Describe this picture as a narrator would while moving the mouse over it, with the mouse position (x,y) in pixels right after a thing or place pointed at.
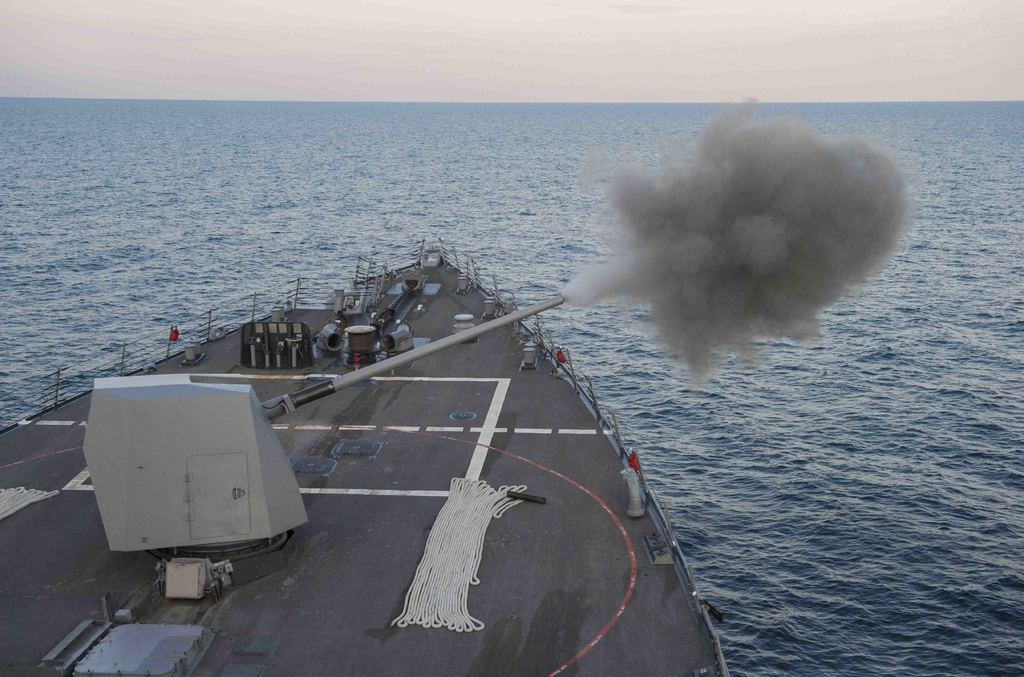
This picture shows a ship (360,596) in the water (2,215) and we see a metal pipe (309,402) releasing smoke (664,290) and we see a cloudy sky (651,64).
